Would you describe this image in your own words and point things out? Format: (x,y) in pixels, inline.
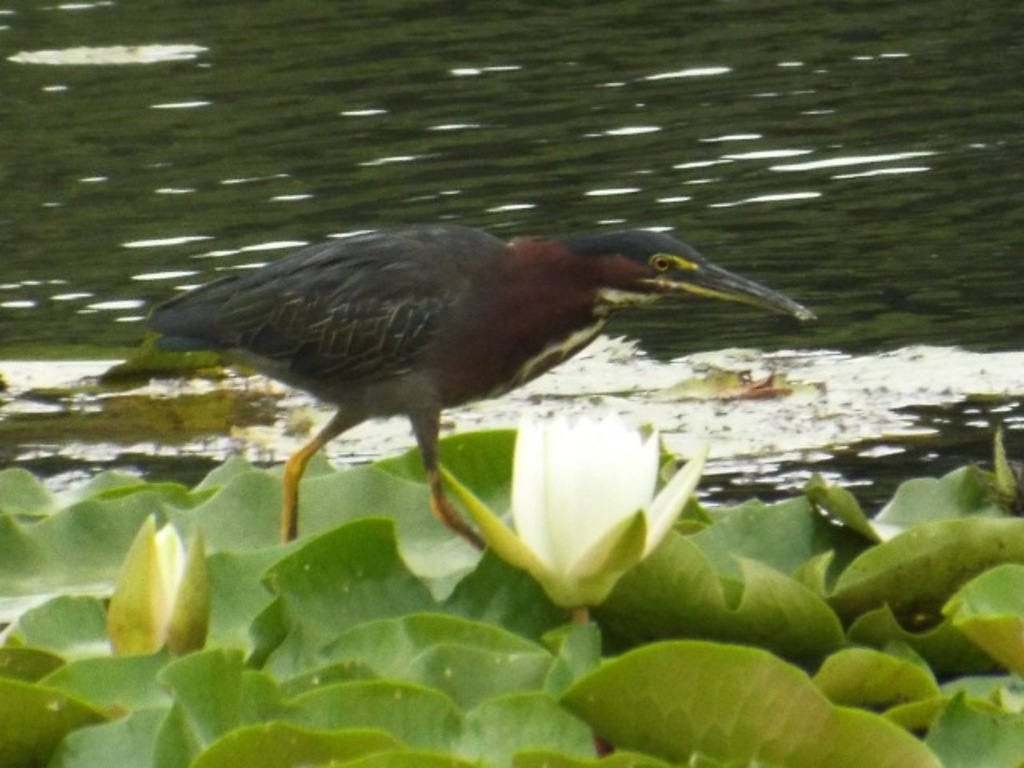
In this image, there is an outside view. There is a bird (343,317) in the middle of the image (384,349). There are some plants (522,604) at the bottom of the image (487,749). There is a water (545,188) at the top of the image (421,82).
